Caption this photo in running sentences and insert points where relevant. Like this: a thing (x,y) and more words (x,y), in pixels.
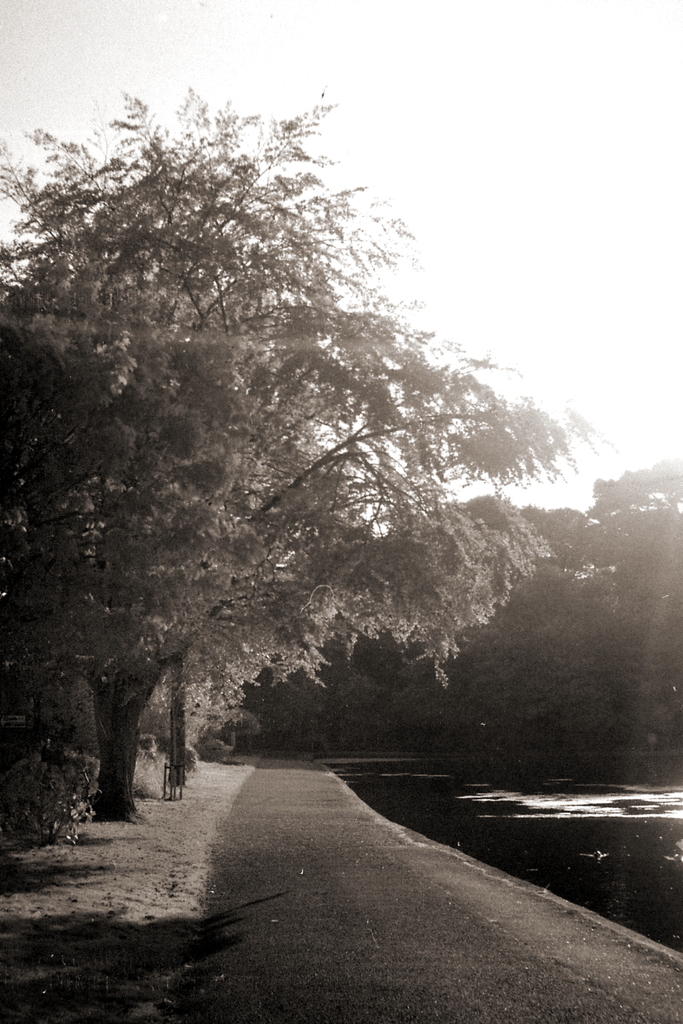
In this image there is a lake (622,840), beside the lake (646,858) there is a road (374,881), on the left (109,777) there are trees (205,551), in the background (549,541) there are trees (533,688).
